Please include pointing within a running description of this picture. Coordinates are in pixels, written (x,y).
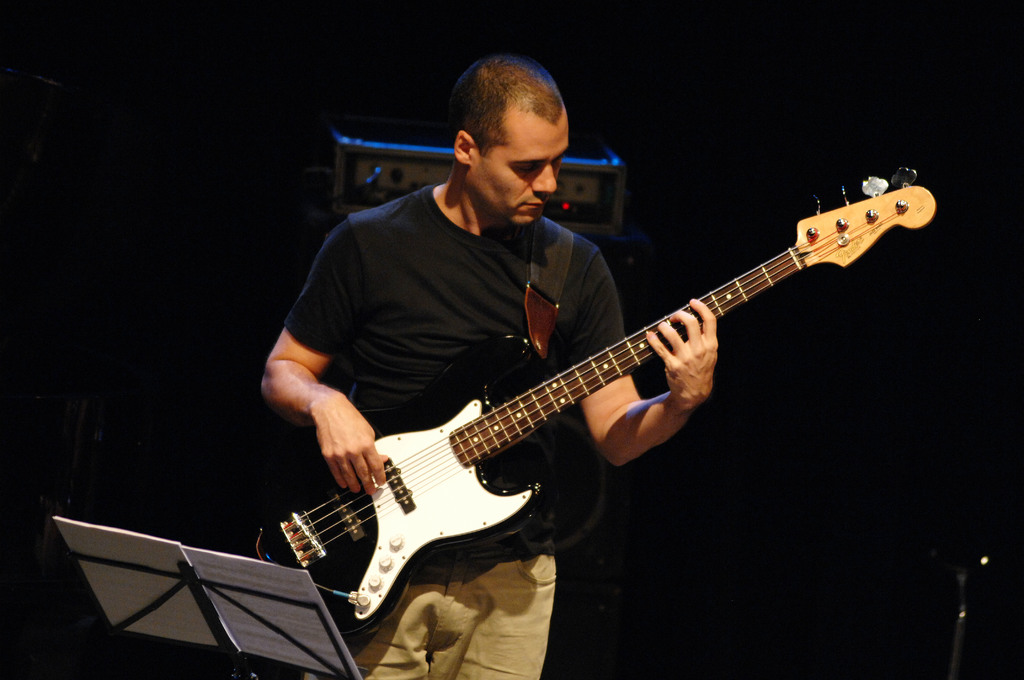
In this picture we can see a man (605,291) playing a guitar (473,477) there is a paper (262,605) in front of him, in the back side of man (472,331) we can see a amplifier (375,173).
